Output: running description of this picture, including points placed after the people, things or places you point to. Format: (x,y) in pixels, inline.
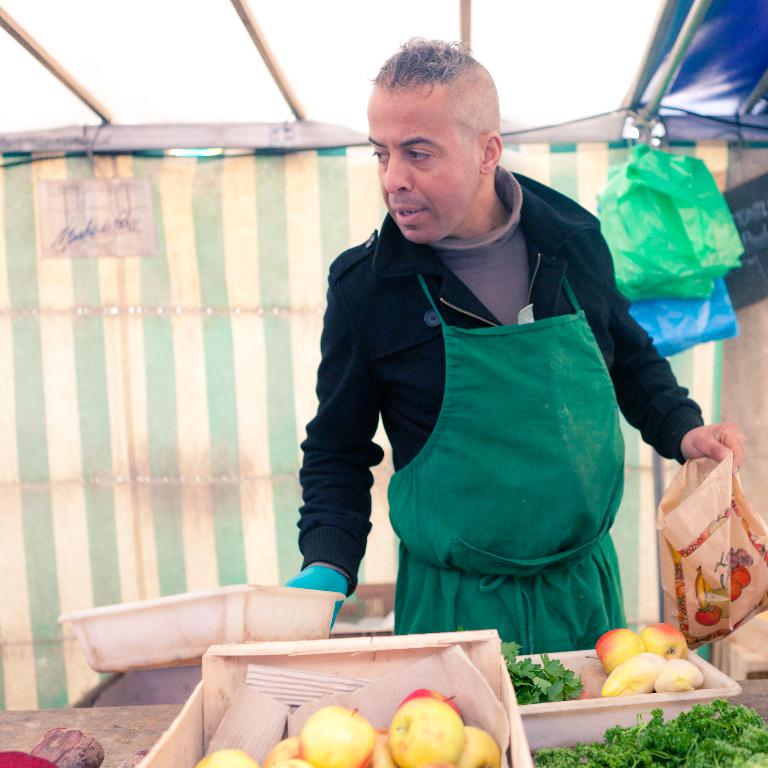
As we can see in the image there is a man (489,507) standing, covers (732,569) and a table (71,719). On table (71,719) there are trays (459,634). In trays (468,645) there are fruits (332,737) and leafy vegetables (706,767).
